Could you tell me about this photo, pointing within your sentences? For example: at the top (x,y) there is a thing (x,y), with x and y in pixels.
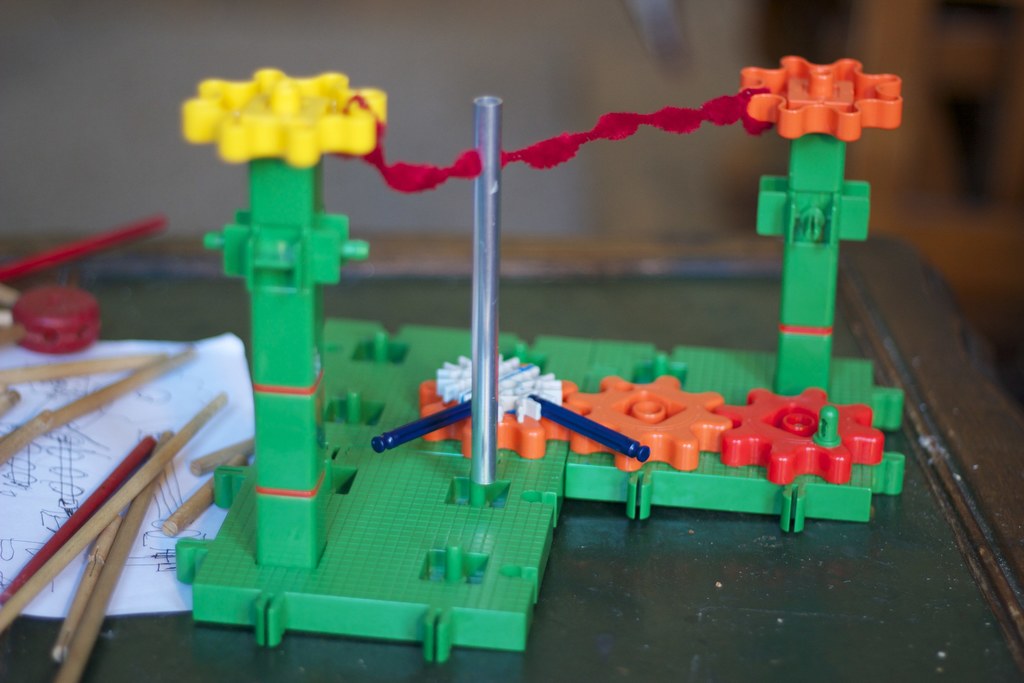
In this picture we can see there are toys (331,413), wooden sticks (99,505), paper (49,407) and other things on an object (676,547). Behind the object (676,547) there is a blurred background (1011,268).
